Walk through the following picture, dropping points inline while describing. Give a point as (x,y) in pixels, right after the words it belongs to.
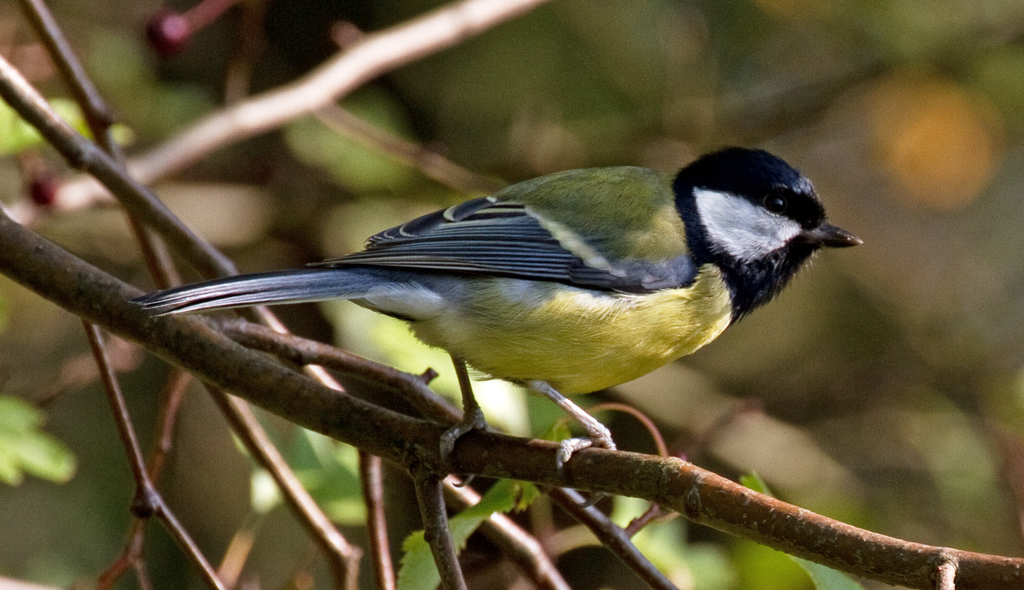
In this image, we can see a bird (609,286) is standing on the tree stem (531,470). Here we can see few leaves (683,571). Background (1012,203) there is a blur view.
